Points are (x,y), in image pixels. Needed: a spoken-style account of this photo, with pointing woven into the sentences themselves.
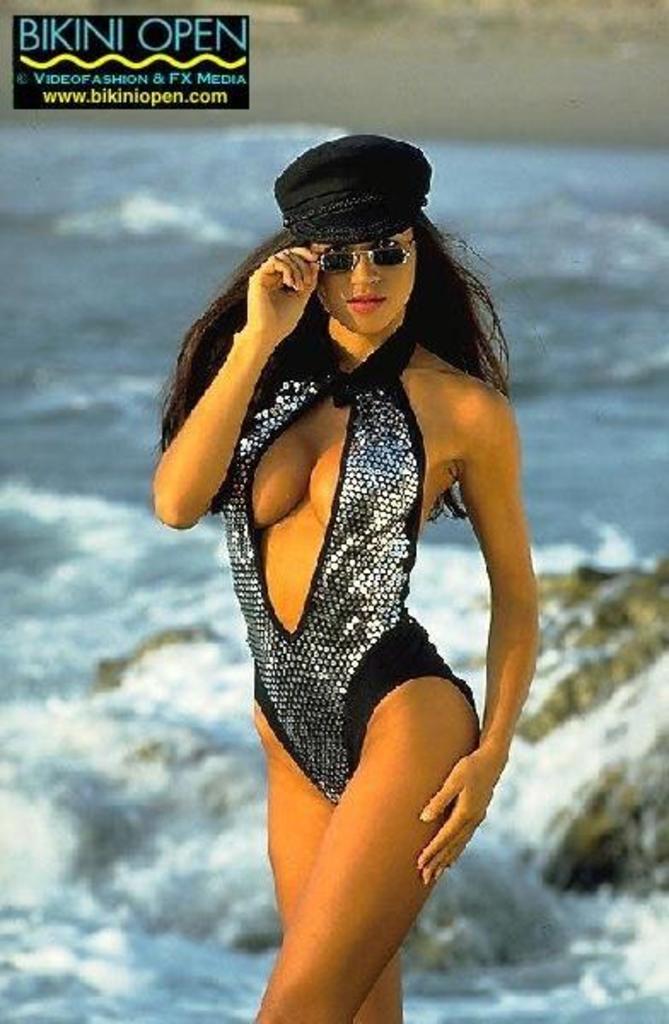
This image is taken outdoors. In the background (145,680) there is a sea (559,466) with waves (630,684). On the right side of the image (569,712) there is a rock (593,683). In the middle of the image (374,417) there is a woman (351,506).
